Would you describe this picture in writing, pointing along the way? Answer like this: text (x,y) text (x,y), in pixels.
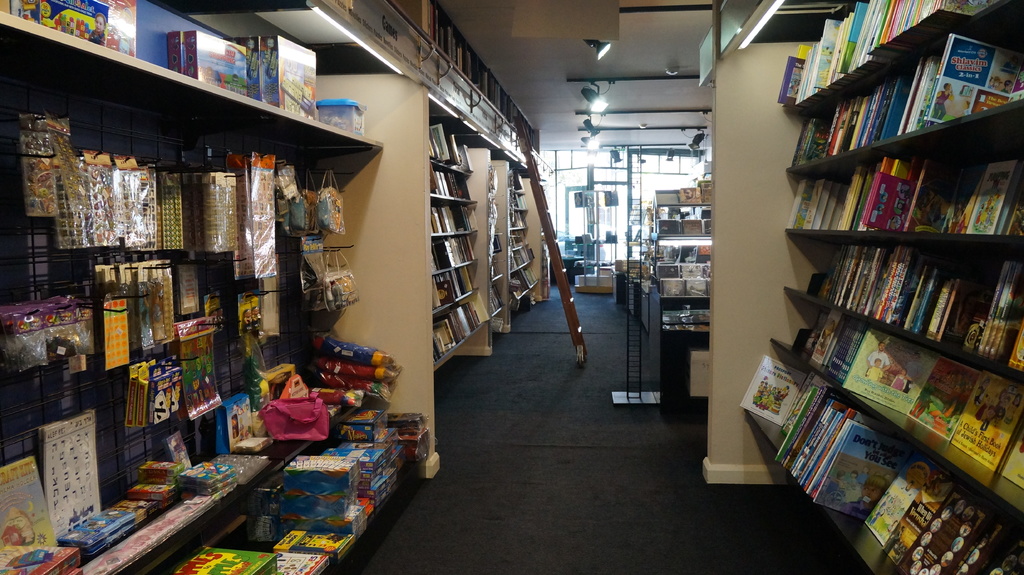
In this image there are books (886,384) in the shelves (951,337). On the left side (108,327) there are toys (344,426) and in the center (562,282) there is a ladder (559,266). On the top (607,79) there are lights (598,106).
